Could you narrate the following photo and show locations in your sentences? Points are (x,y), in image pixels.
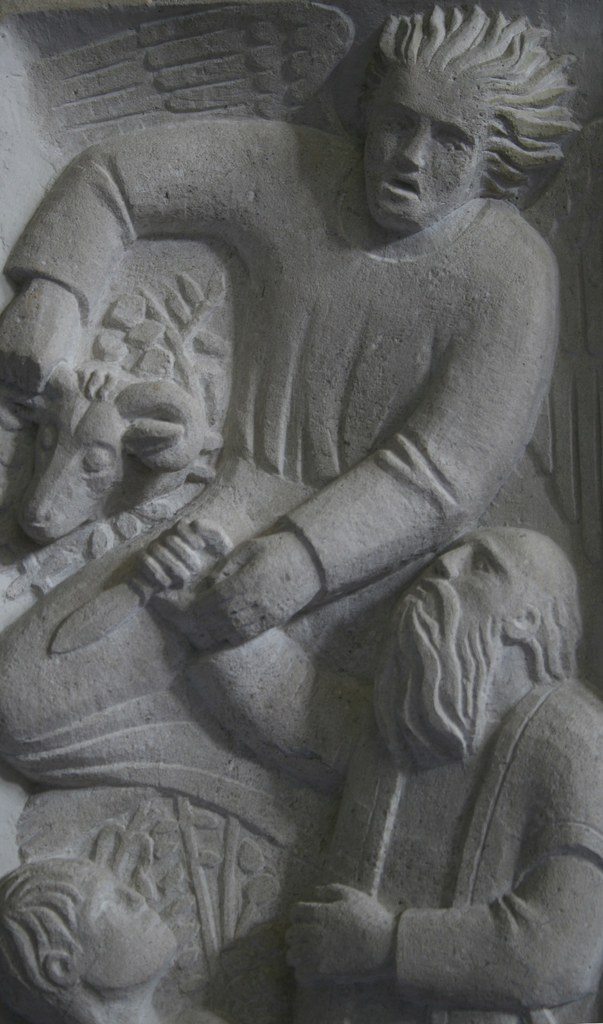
This picture is consists of sculpture (135,355).
